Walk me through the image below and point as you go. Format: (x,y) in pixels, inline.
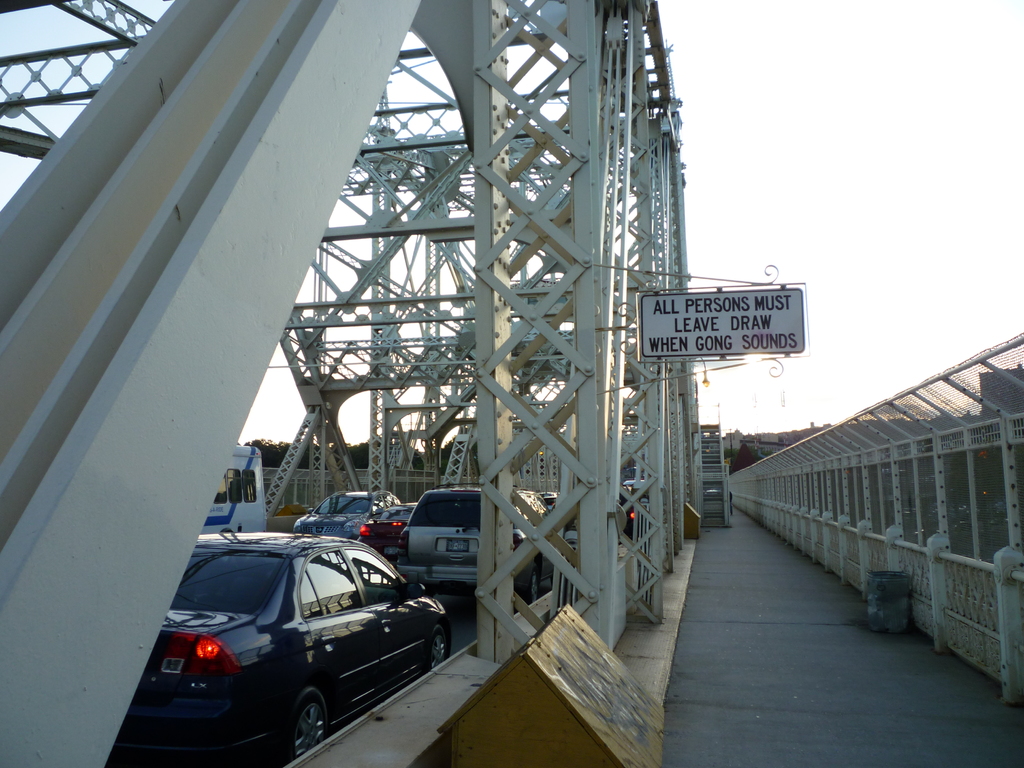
In the picture there is a road (972,733), there are iron poles (563,450) present, there are vehicles (219,529) present, there is a board (736,331) with the text (706,345), there is a clear sky (770,53).
